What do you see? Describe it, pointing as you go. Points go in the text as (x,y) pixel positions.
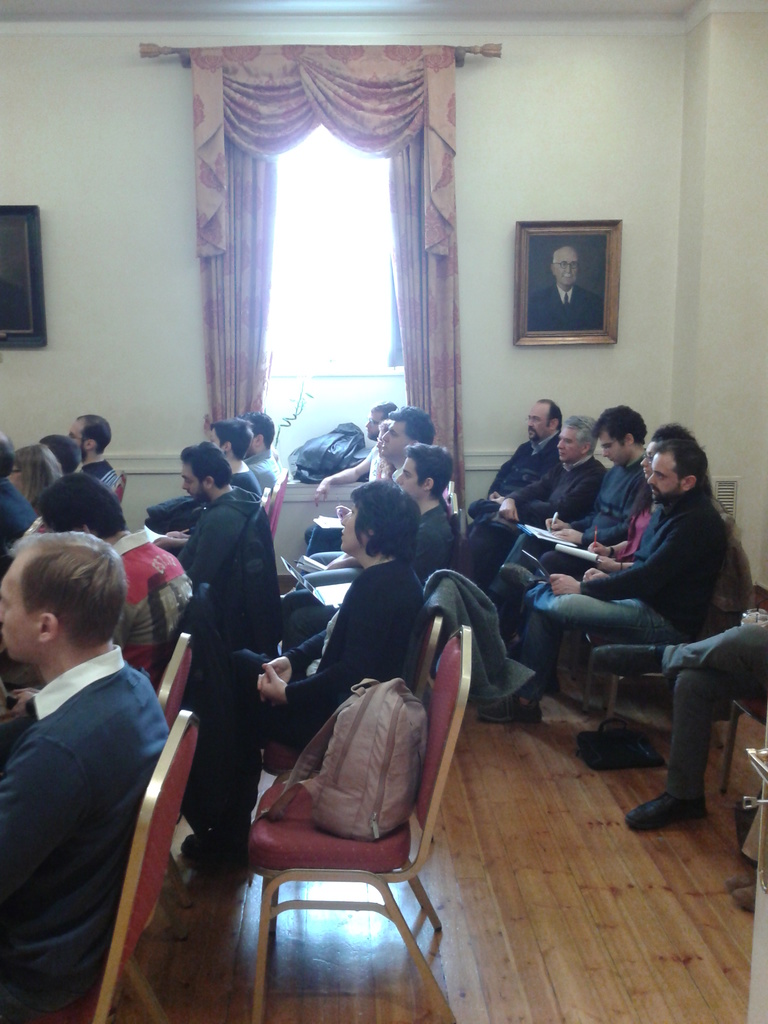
In this picture there are people (160,553) sitting on the chair (429,769) and this is a bag (339,810) placed on the chair (382,848) and there is a photo frame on to the right (515,341) and photo frame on to the left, there is a window (309,347) and also a curtain (379,122).
